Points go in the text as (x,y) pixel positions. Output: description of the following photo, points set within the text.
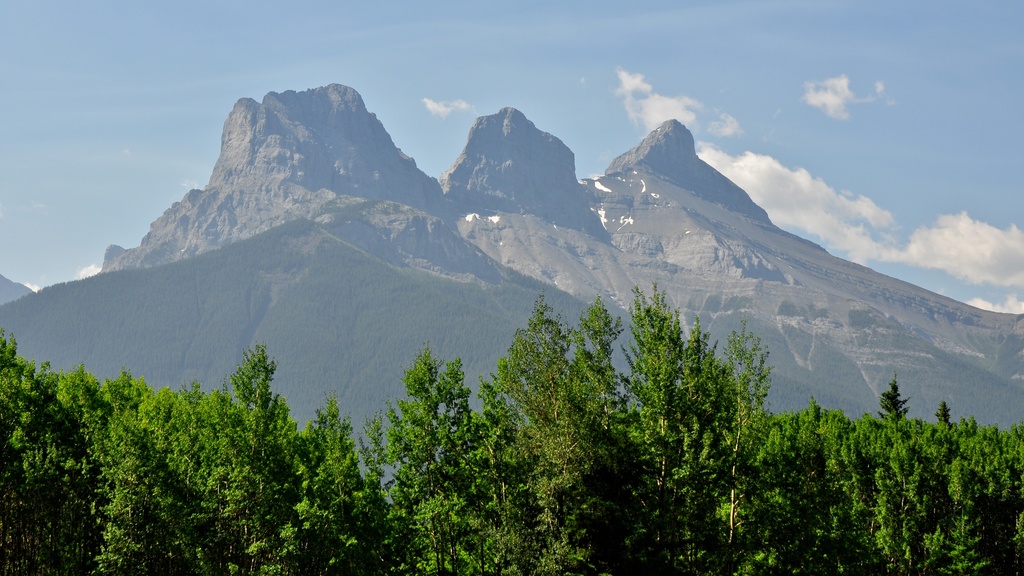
In this picture at the top (787,33) we can see the blue sky (511,67). In the middle (512,296) we can see the mountain ranges (639,265). At the bottom of the picture (641,454) we can see green trees (536,489).
